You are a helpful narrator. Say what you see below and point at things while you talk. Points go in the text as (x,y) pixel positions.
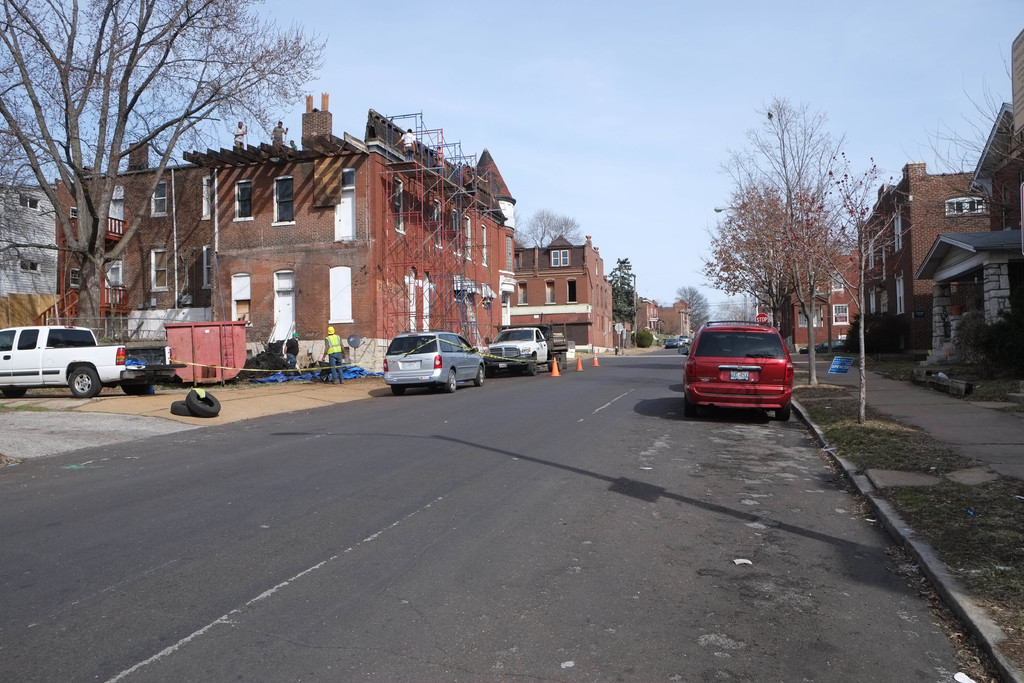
Here we can see vehicles (404,382) and traffic cones (554,375) on the road (458,494). In the background (414,278) there are buildings (518,293), windows (435,220), trees (861,307) and sky (438,55). On the left (218,408) we can see two tires (199,410) and a person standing on the ground (237,415) at the building (255,352) and there are some other objects (266,371). On the building (263,338) we can see two persons (278,128) and few persons (437,155) are standing on the poles (425,181).
